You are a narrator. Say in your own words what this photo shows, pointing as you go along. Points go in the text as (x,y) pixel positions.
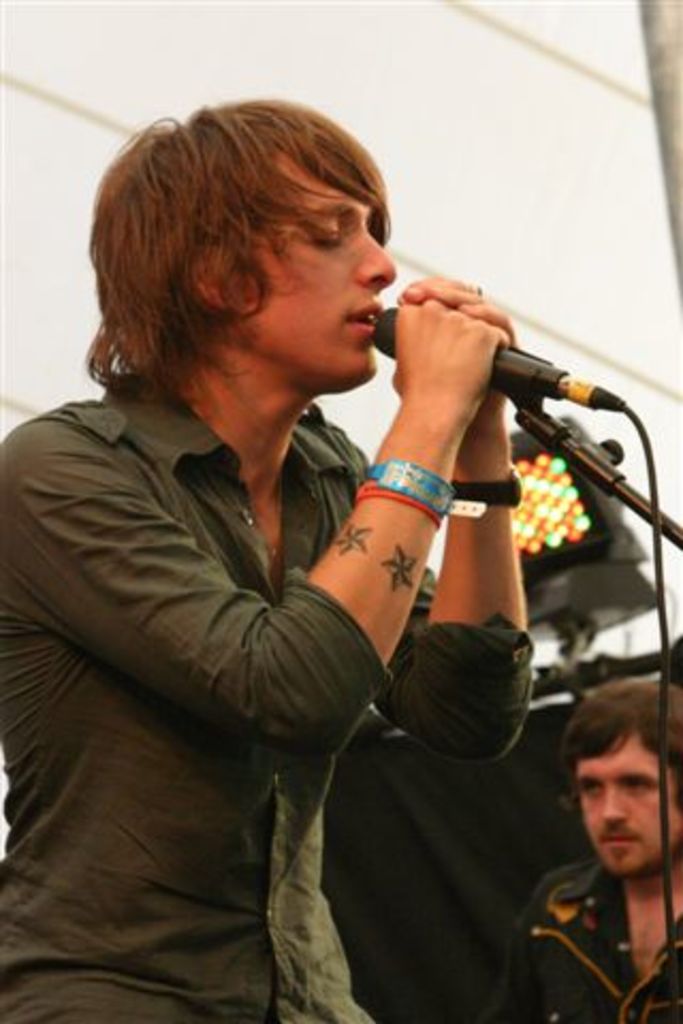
In this picture we can see a man (274,523) holding a mike (565,379) in his hand (437,351) and singing. He wore watch (454,485) and wristband (415,479). At the right side of the picture (583,804) we can see other man (594,815). This is a light (576,562).
